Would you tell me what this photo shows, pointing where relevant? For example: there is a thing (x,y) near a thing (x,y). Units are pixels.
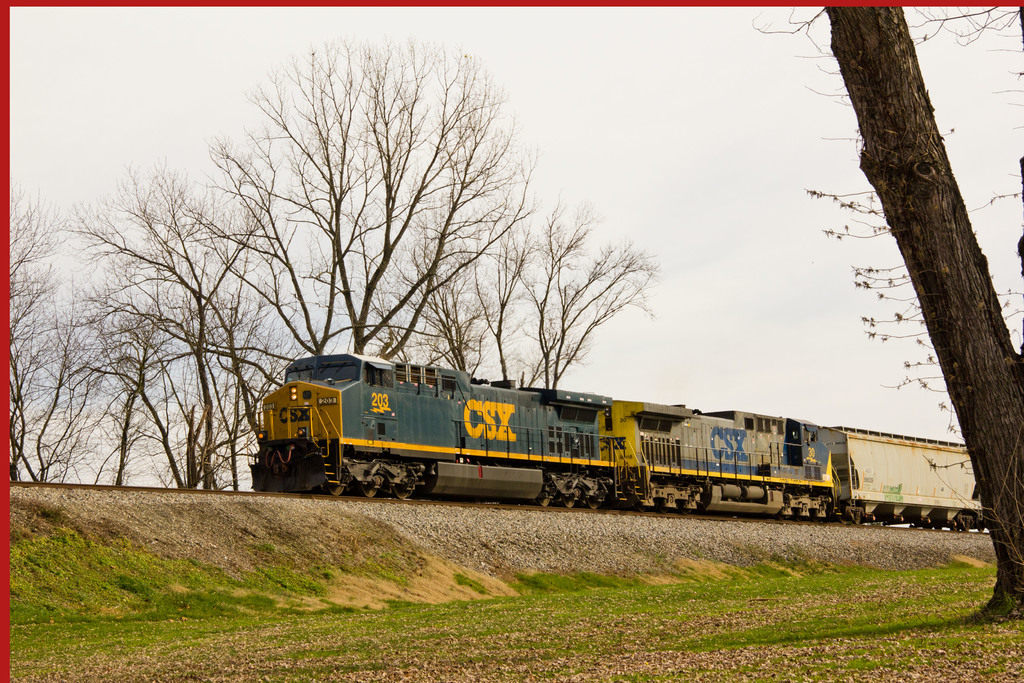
In the image we can see there is a train (555,463) standing on the railway tracks (389,500), the ground (494,599) is covered with grass (595,606). Behind there are trees (425,273).
